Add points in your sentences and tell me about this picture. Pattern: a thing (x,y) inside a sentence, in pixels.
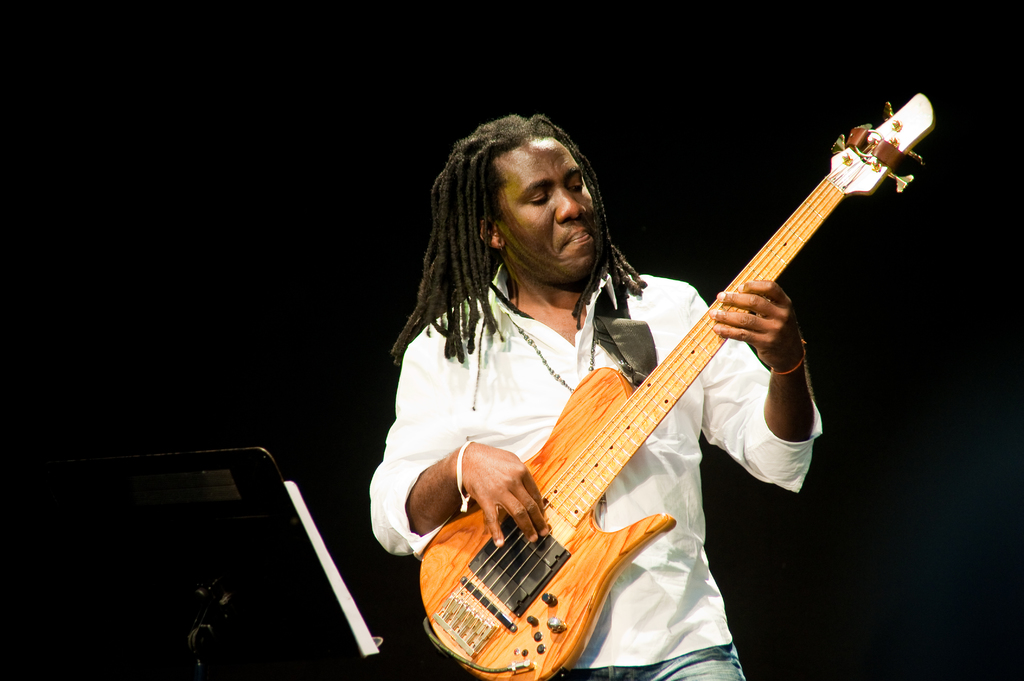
In this, we can see human (386,470) is holding a guitar (553,541). He is playing the music. He wear white color shirt (536,403), jeans (668,668). On left side (229,659), we can see stand (293,602), book (336,592).
